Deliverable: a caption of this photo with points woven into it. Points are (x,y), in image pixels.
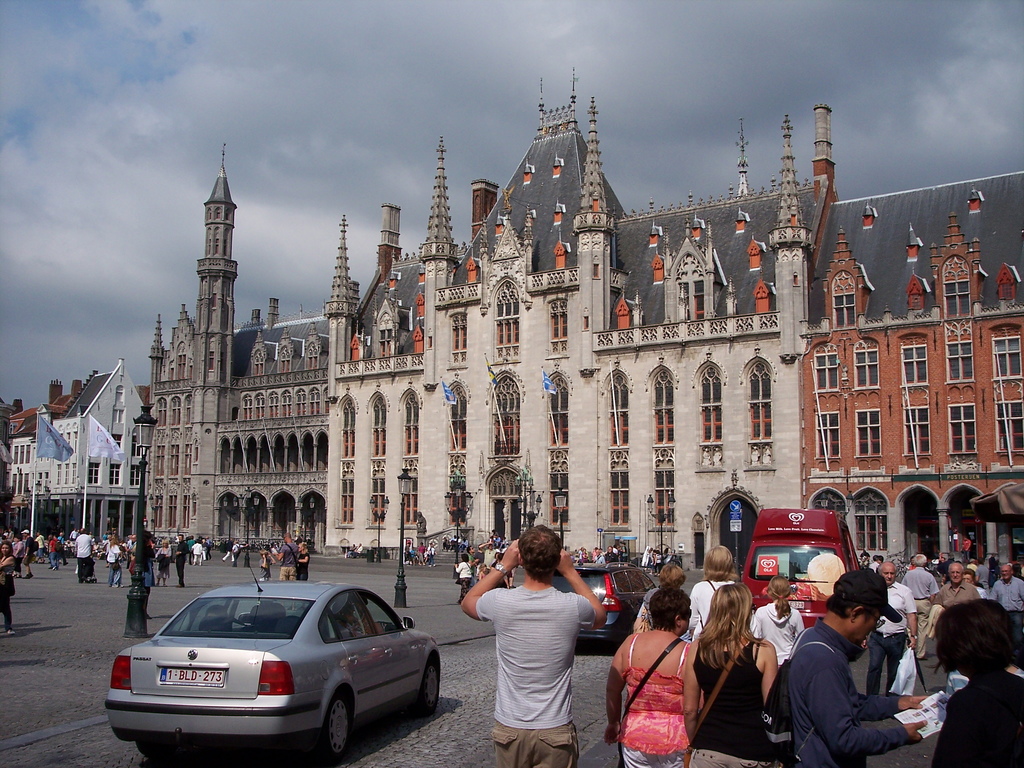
In this image I can see group of people (622,674), some are standing and some are walking and I can see few vehicles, light poles (461,512). In the background (671,329) I can see few buildings (104,417), flags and the sky (263,75) is in white and blue color.
